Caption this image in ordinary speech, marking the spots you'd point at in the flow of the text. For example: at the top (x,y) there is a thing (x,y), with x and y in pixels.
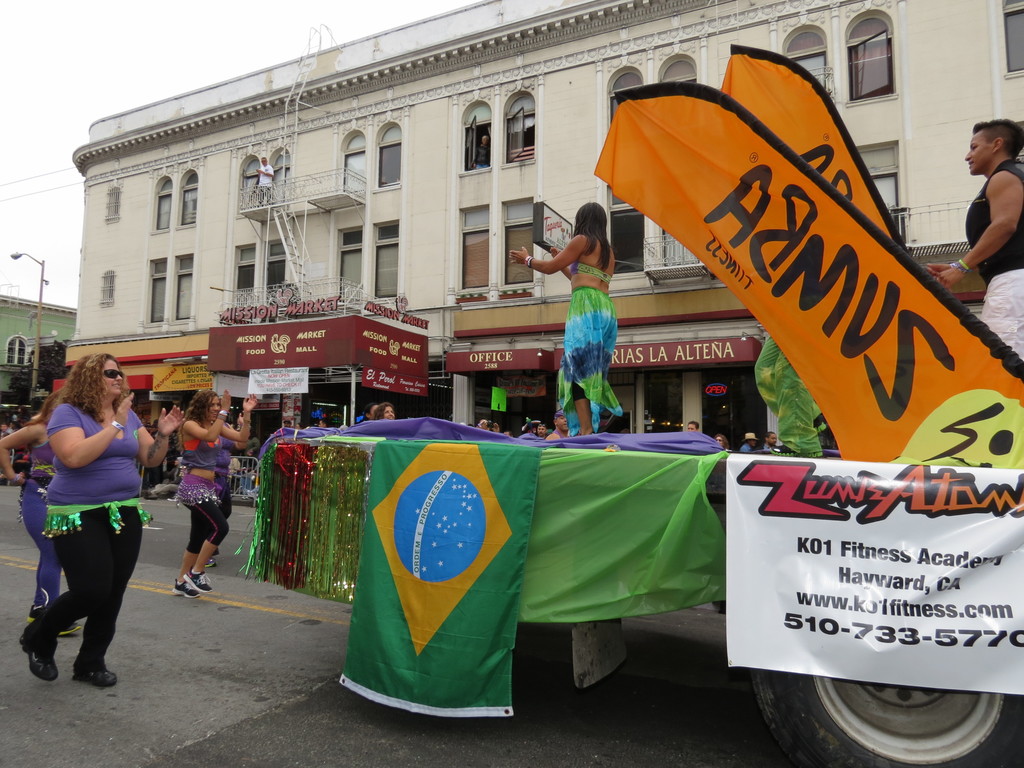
In this image I can see people (83,494) dancing. Few people (597,376) are standing on a vehicle (937,465). There are flags (707,177), banners (764,512) and decorations (669,489) on it. There are buildings (359,286) at the back (292,215). A person (264,162) is standing on a building (285,197), it has stairs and fence (315,197). There is sky (42,42) at the top (42,42).
